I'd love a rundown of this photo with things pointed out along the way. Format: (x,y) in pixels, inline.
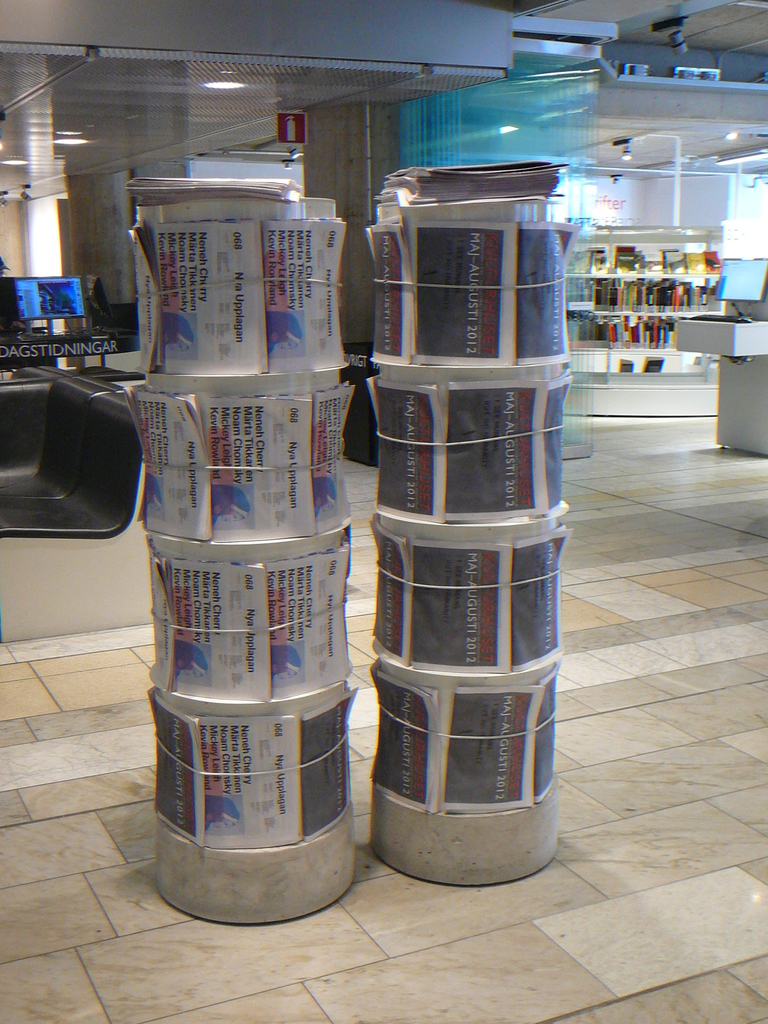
This picture is inside view of a store (259,500). In the center of the image (494,401) we can see bunch of booklets (312,573) are present. In the background of the image (347,295) we can see some objects (662,317), screen (737,273), wall (687,60), light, roof (377,76), sign board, screen (39,300), chair (80,400), board (133,345) are there. At the bottom of the image (566,915) floor (591,908) is present.
